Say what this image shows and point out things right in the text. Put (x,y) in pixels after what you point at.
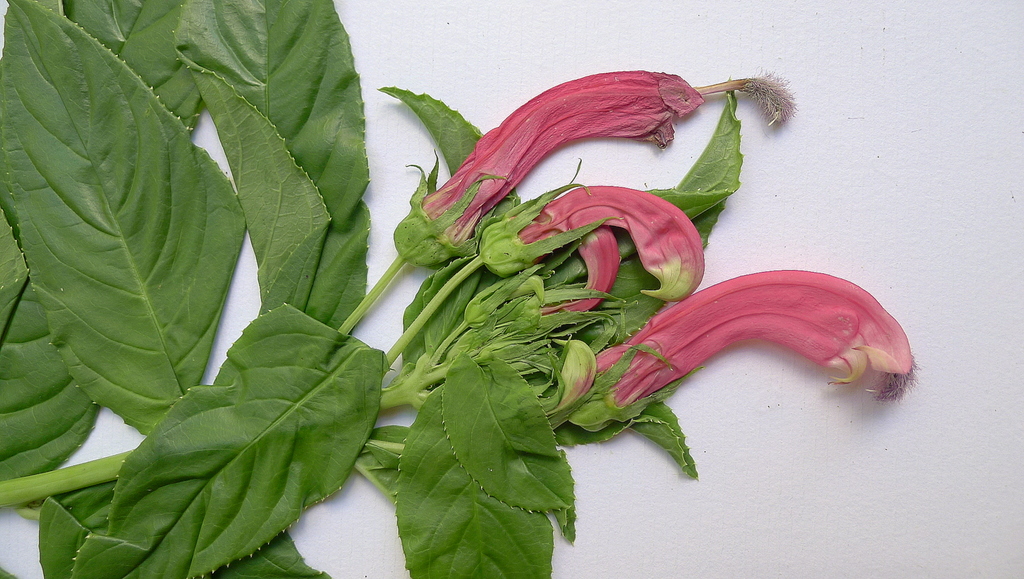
In this picture we can see a plant (276,256) with flowers (528,308) and the plant (276,399) is on the white surface (960,401).
